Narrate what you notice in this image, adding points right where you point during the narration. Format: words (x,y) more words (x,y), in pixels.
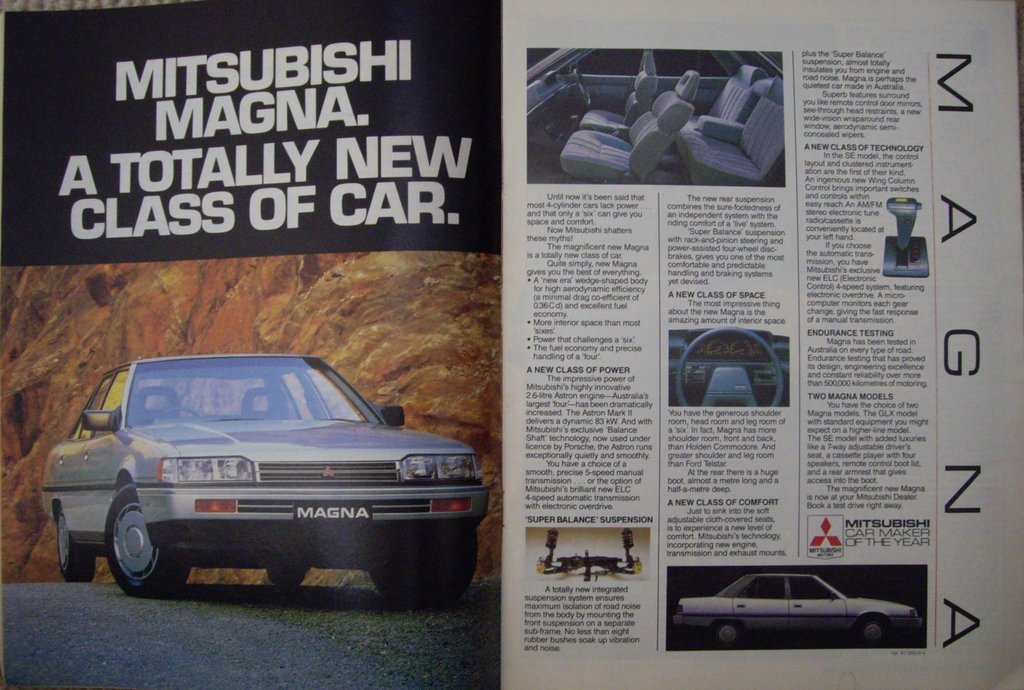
In this image there is a poster (260,453) having a picture of a car (746,589). Left bottom there is a car (200,465) on the poster (239,563). Top of it there is some text (336,62). Top of image (666,127) there is an image of a vehicle (652,124) having seats (644,112) inside it. Right bottom there is a car image (870,638). Middle of image (674,393) there is a steering picture (731,386). Beside it there is some text (594,275).
